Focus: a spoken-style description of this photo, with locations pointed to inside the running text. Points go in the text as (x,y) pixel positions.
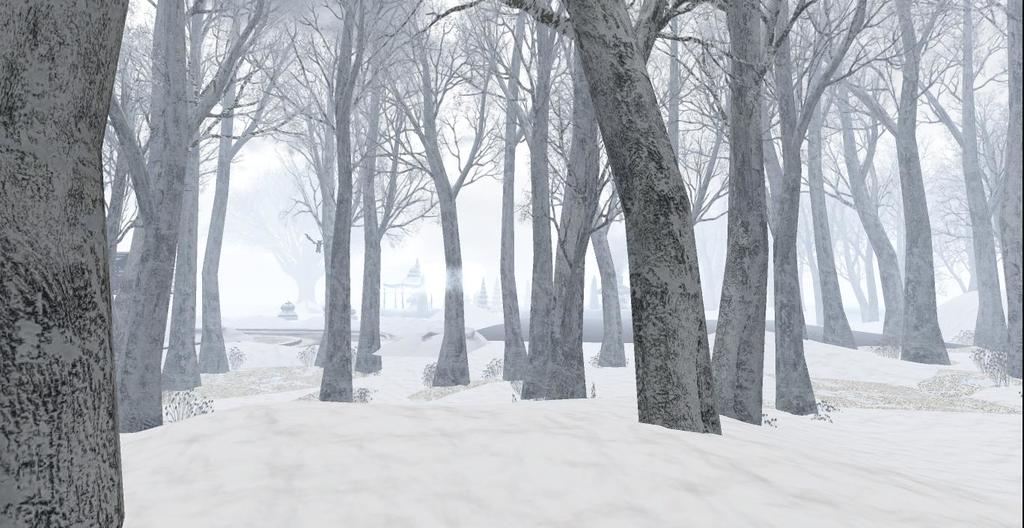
At the bottom of the image (787,473) on the ground (728,473) there is snow (502,426). And there are many trees (449,299).
